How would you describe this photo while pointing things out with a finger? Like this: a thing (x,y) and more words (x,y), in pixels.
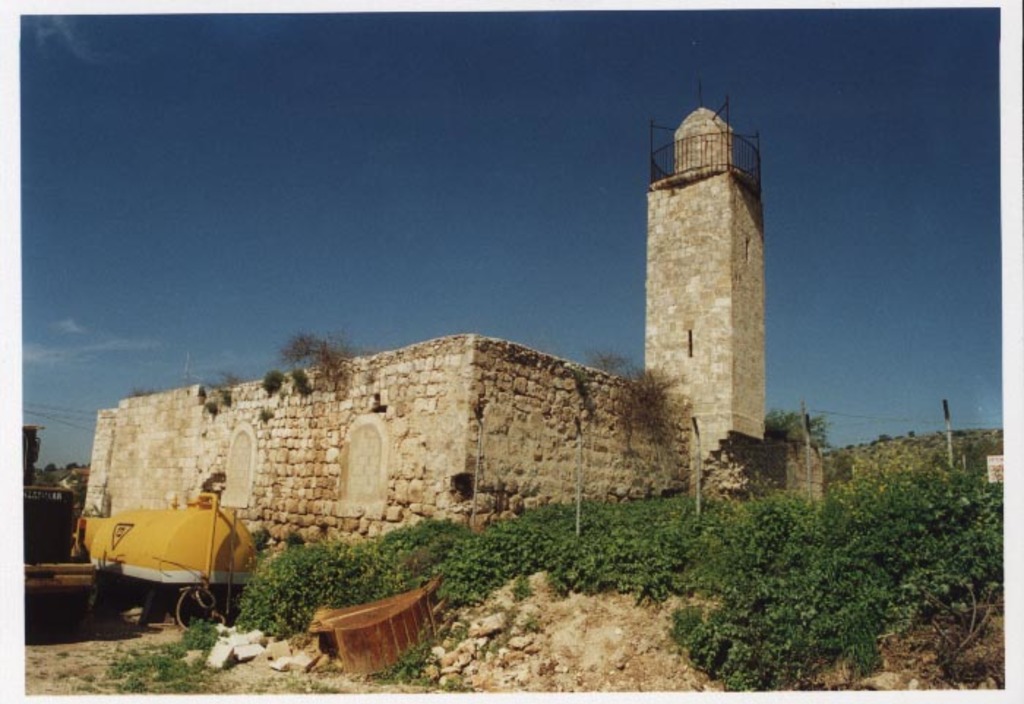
It is a scanned photo. I can see a building (453,434) and a tower (758,365). At the bottom of the image (697,496), I can see the plants (630,552), poles (476,477) and few other objects (351,607). In the background (261,220), there is the sky (601,124).
